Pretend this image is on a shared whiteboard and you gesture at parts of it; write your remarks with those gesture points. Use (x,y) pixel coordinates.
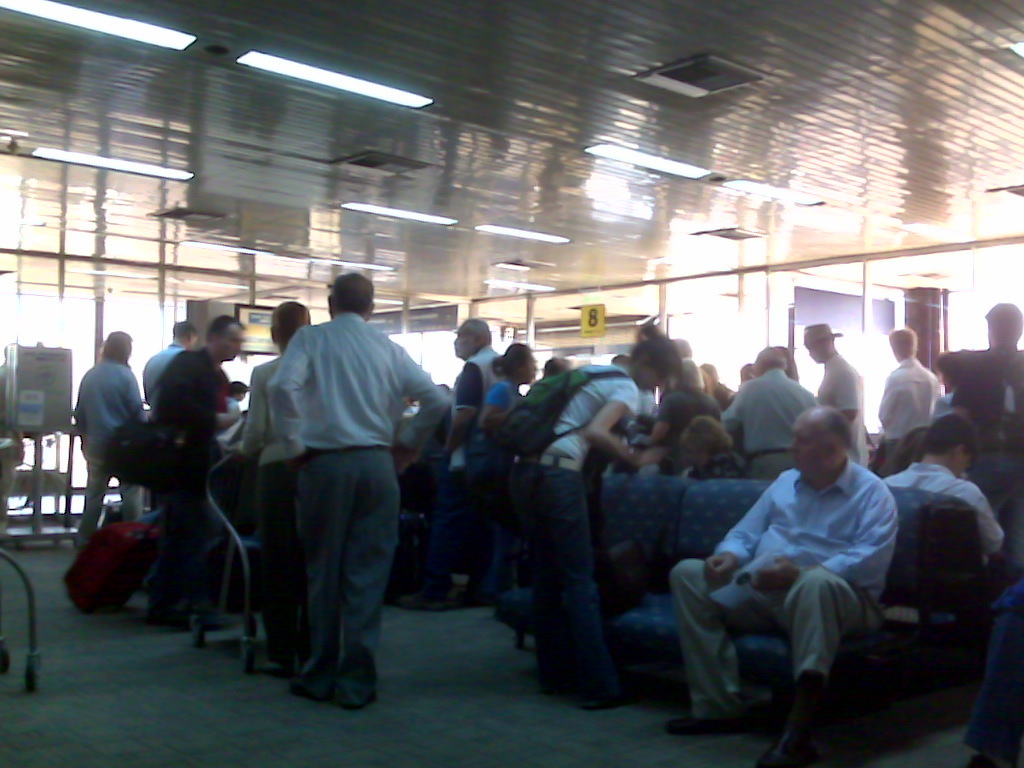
In this picture I can see a group of people (448,578) in the middle (369,408), on the right side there are chairs (783,654). In the background (738,275) there are glass walls (38,284) and a board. At the top (124,26) there are ceiling lights (527,286).
